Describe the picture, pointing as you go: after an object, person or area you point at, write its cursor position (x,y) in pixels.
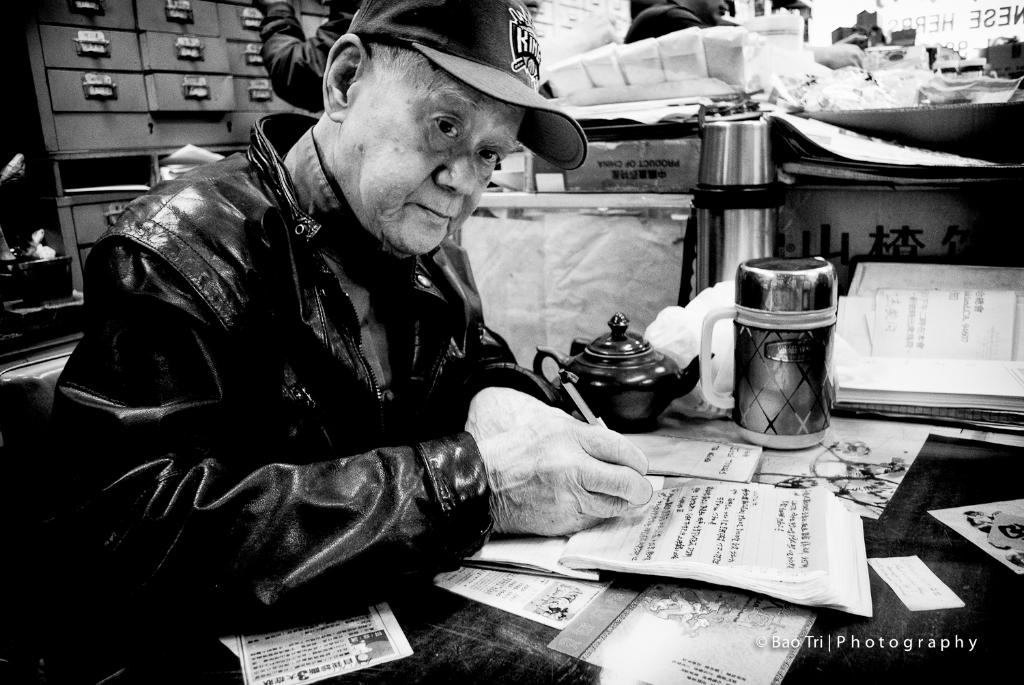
This is a black and white picture. Here we can see a person (343,442) writing on the book (657,525). This is table (550,667). On the table (979,628) there are books (720,460), kettle (623,410), flask (723,249), papers (636,601), and a jar (781,320).
